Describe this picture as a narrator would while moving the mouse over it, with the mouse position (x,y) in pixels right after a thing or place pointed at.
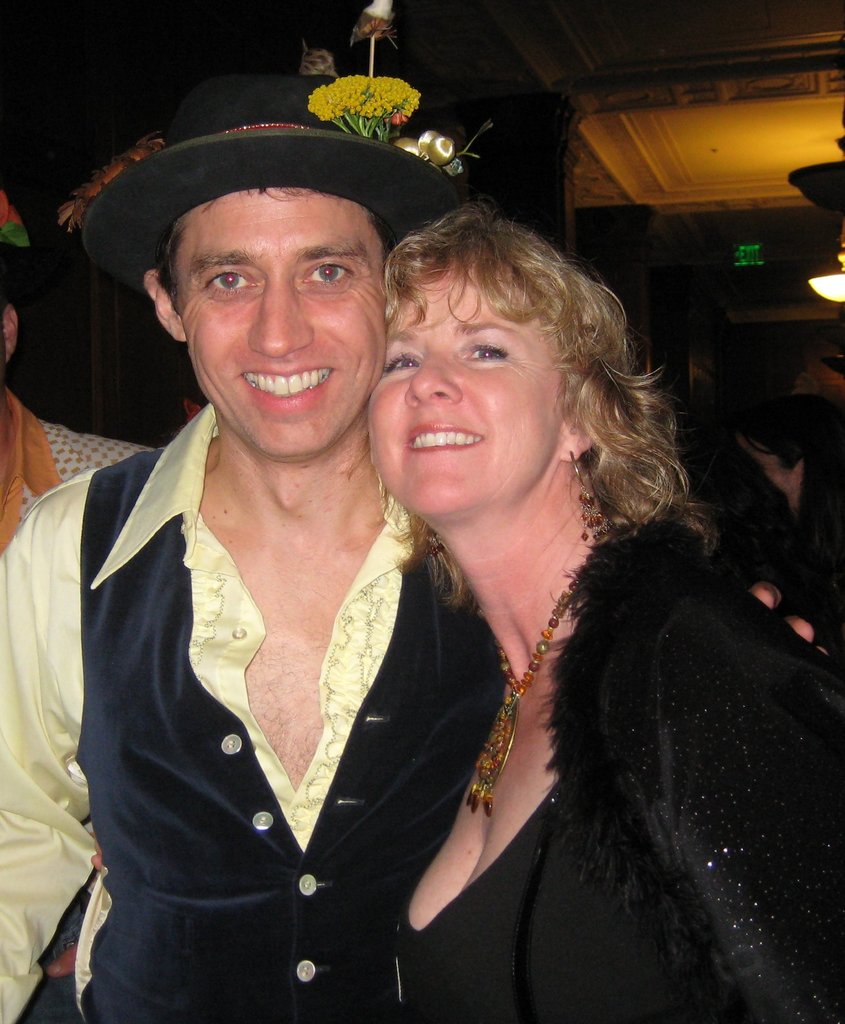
In the foreground of the picture (111,590) I can see the two persons (576,605) and there is a smile on their face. I can see a woman (546,976) on the right side (587,985) is wearing a black color clothes (577,636) and there is an ornament (553,627) on her neck (529,626). There is a man (337,583) on the left side (117,689) is wearing a black color blazer (169,601) and there is a cap (279,150) on his head (228,179). I can see the light (833,172) on the roof (770,202) on the right side (823,174). I can see a person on the left side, though face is not visible.
